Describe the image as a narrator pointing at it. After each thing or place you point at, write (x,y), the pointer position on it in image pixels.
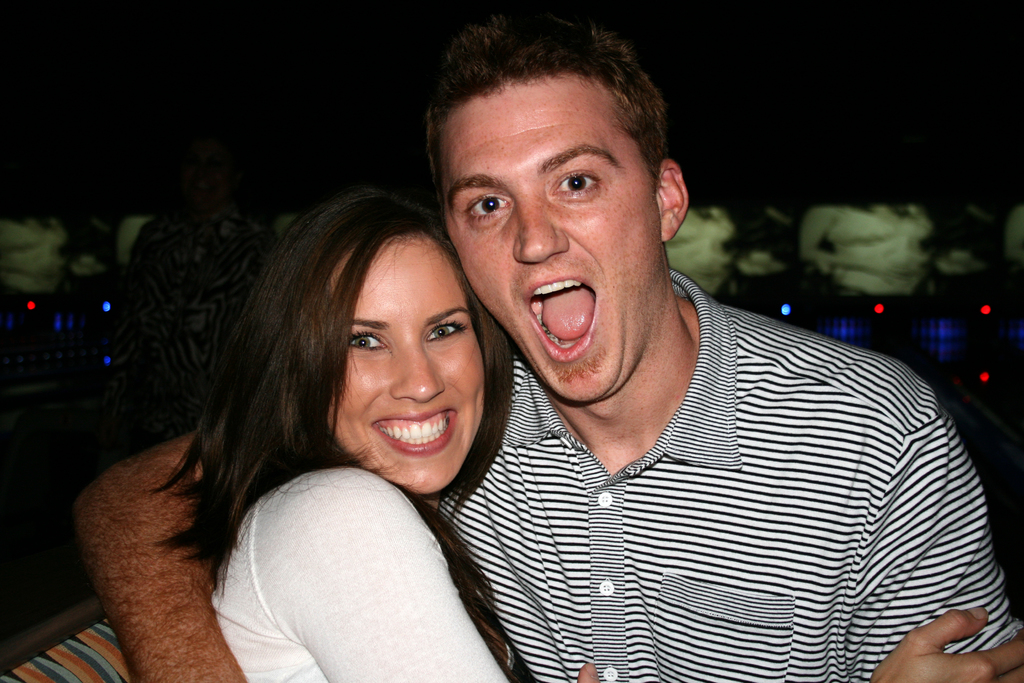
In this image there is a man (703,678) and a woman (362,610), in the background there are lights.
